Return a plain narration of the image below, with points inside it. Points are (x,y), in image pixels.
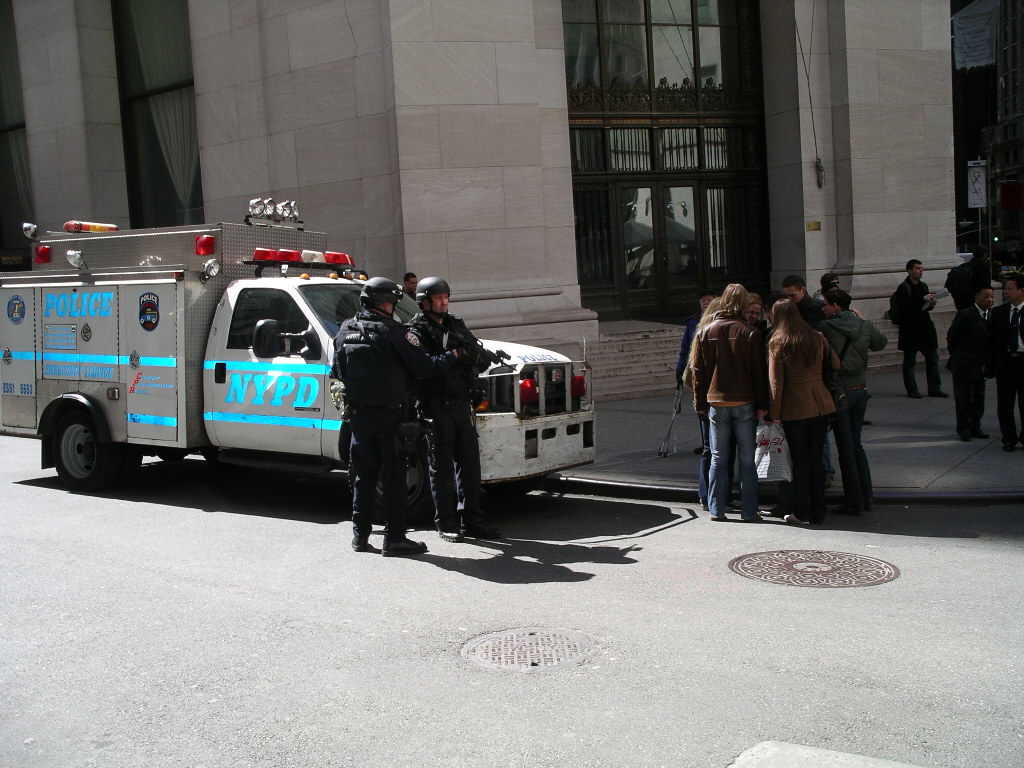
In this image we can see a vehicle (246,320). Also there are people (903,323). Two persons (390,323) are wearing helmets (396,295). In the back (277,49) there is a building (387,91) with glass walls (710,158).
